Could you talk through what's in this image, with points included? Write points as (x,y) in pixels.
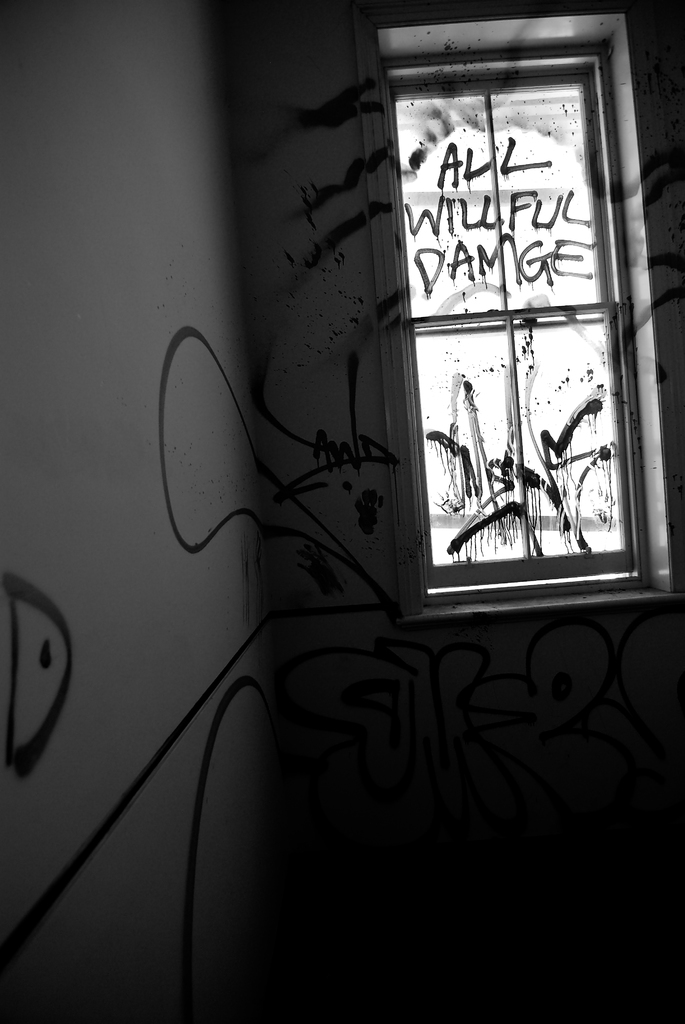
This picture shows a room (508,831) with Graffiti (321,686) and text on the walls (262,664) and a window (536,475) with some text (513,244) on the glass (447,222).
